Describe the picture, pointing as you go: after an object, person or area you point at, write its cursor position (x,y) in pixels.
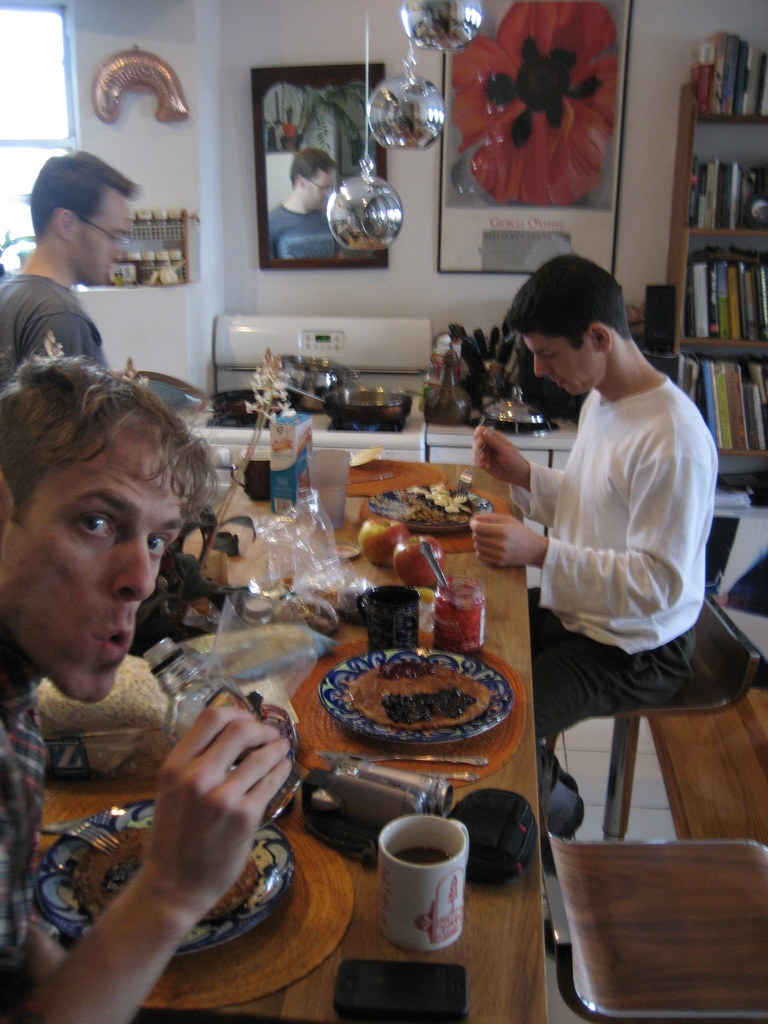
In this image there is a man (579,535) sitting in chair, another man (142,916) holding the bottle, another person (34,292) standing beside table (359,530), there are cover (314,593), glass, plate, cup (392,634), camera (339,832), pouch (482,854) in table (485,486) and in back ground (454,260) there are lights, frame (458,173), mirror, books (744,59) in rack (753,145).
